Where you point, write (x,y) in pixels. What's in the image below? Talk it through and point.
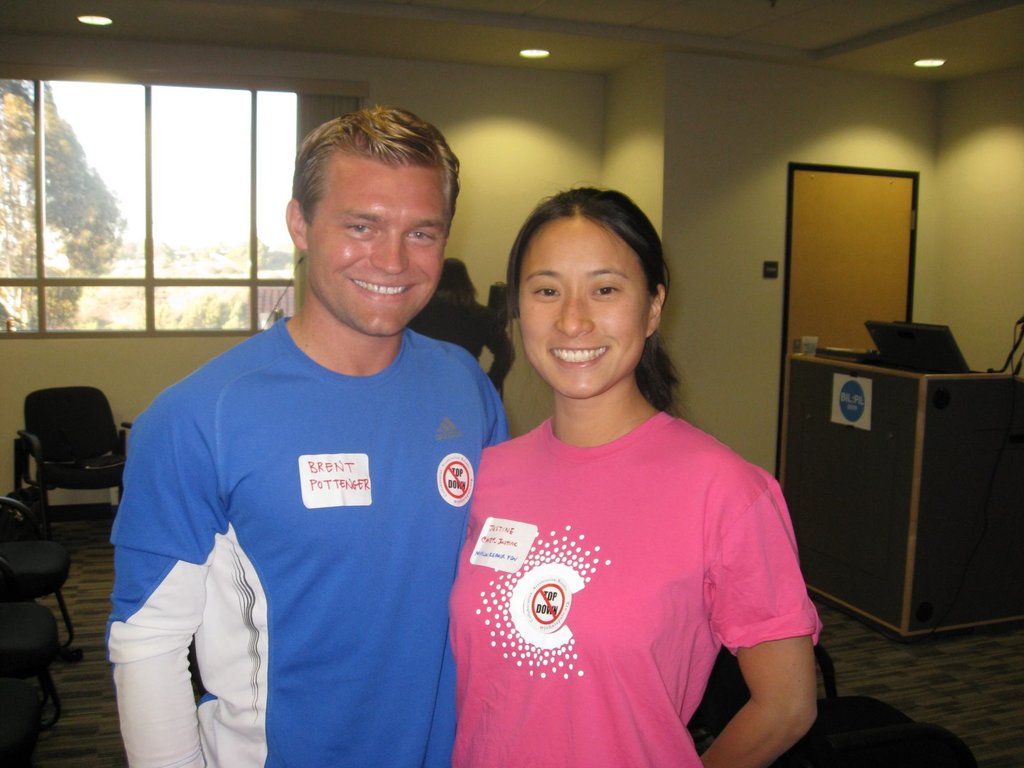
In this image there is a lady (526,558) and a man (302,546) standing, on the right side (886,391) there is a desk (825,468), on that desk (844,362) there is a laptop (920,328), on the left side (40,563) there are chairs (44,514), in the background (11,119) there is a wall (946,300) for that wall (780,227) there is a door (826,231) and a window (166,157), at the top (269,32) there is a ceiling (854,32) and lights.
